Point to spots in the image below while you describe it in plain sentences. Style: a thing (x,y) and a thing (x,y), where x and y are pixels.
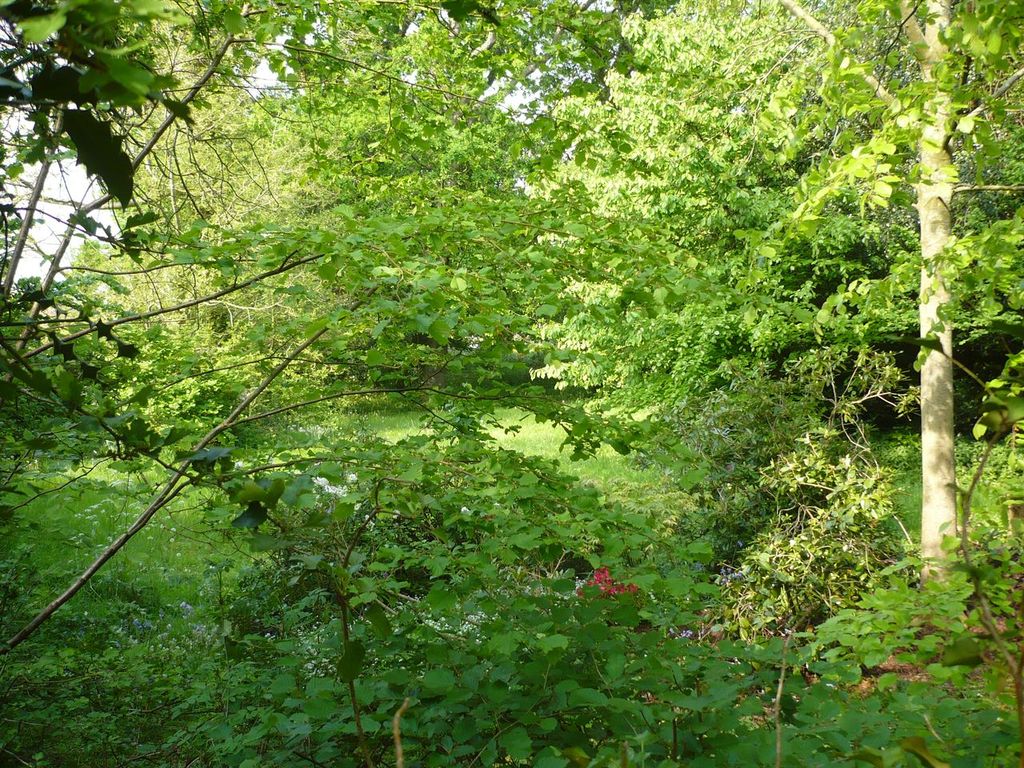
There is greenery (418,153) around area of the image.
